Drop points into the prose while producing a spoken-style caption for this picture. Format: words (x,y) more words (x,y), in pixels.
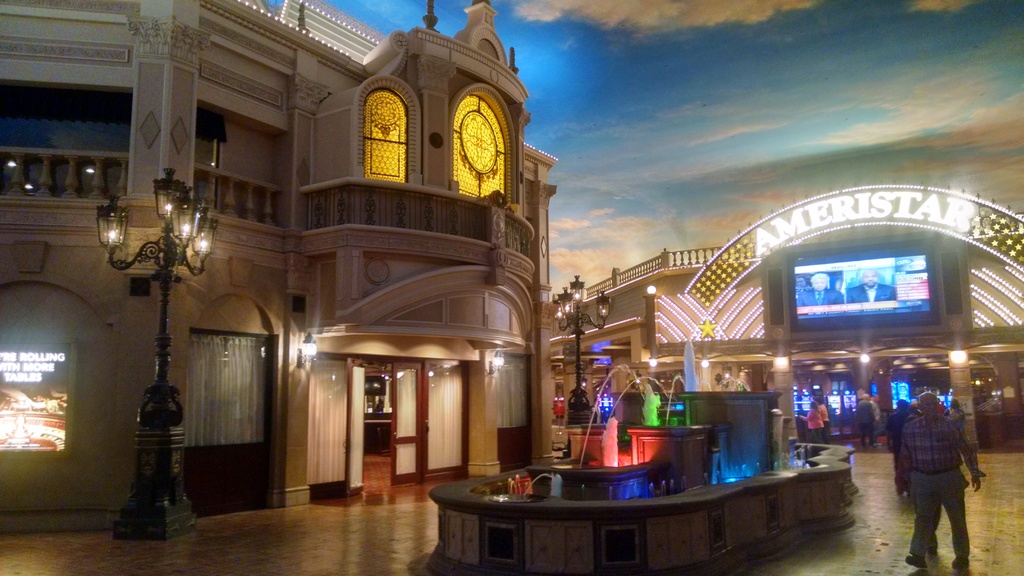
In this picture we can see a building (468,326), on the left side (157,349) there is a pole (156,251) and lights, on the right side (925,451) there are some people (923,449) walking, we can see a screen (912,309) here, there is a water fountain (679,460) in the middle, we can see the sky (719,155) at the top of the picture (724,90).
